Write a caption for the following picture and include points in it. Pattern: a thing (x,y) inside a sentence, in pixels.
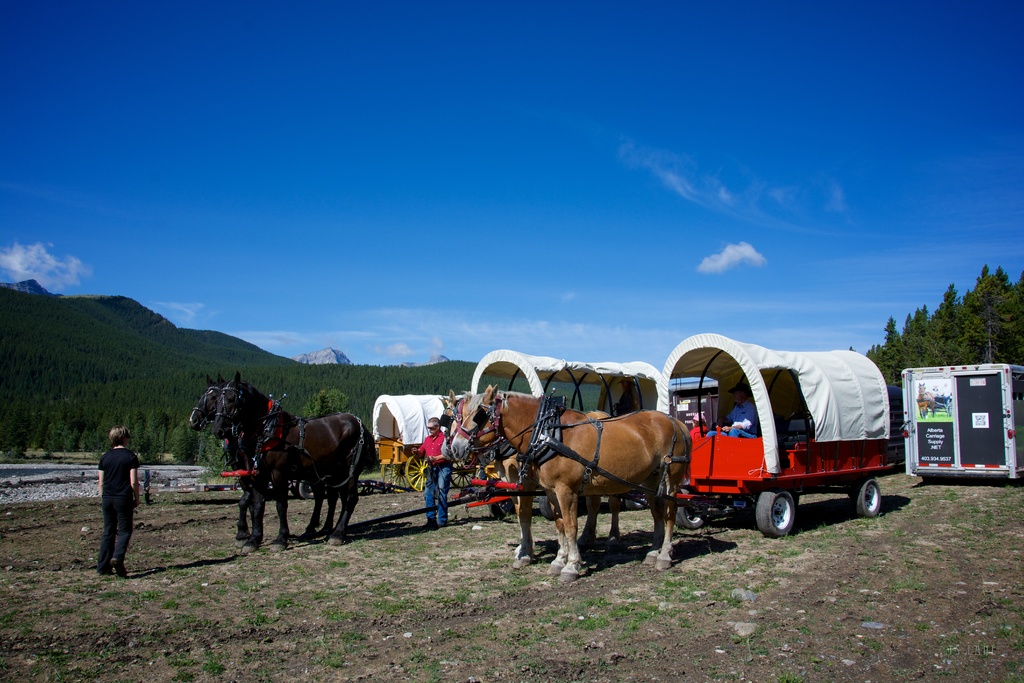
In this image I can see few horses (518,469), few people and few carts (764,442). In the background (361,413) I can see number of trees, clouds (739,266) and the sky (539,260). Here I can see something is written.
